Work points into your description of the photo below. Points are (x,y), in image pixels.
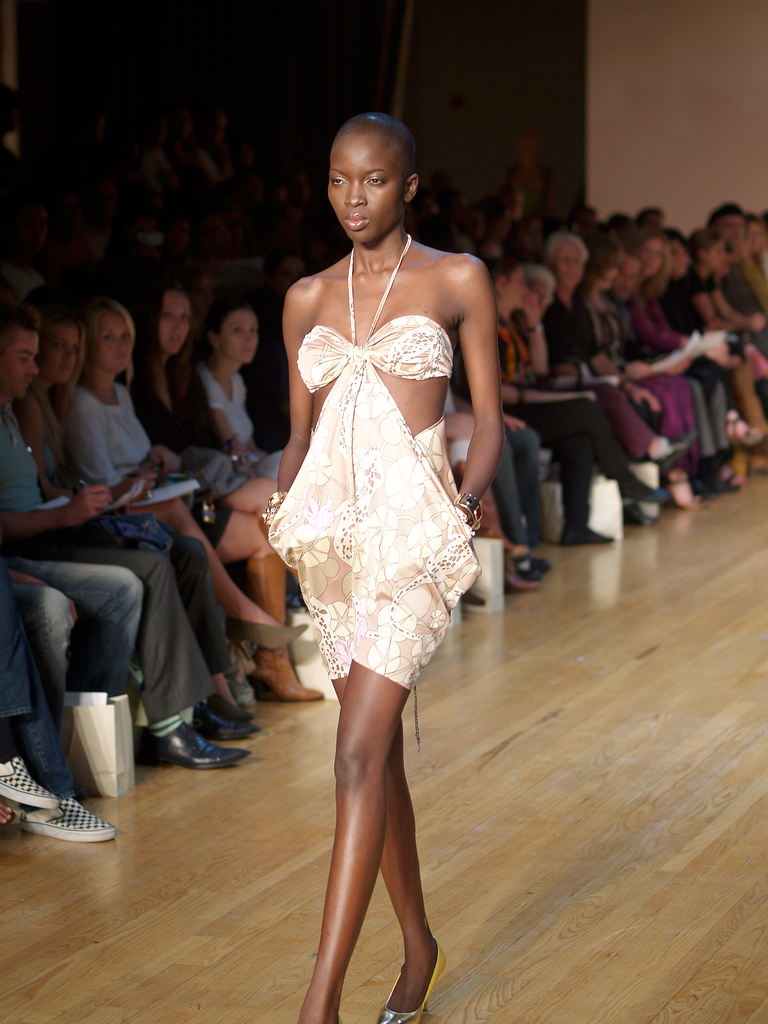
There is a lady (317,450) walking on the wooden surface (495,825). There are many people (671,292) sitting. On the left side (116,718) there is a packet (96,752) on the floor (190,902).
